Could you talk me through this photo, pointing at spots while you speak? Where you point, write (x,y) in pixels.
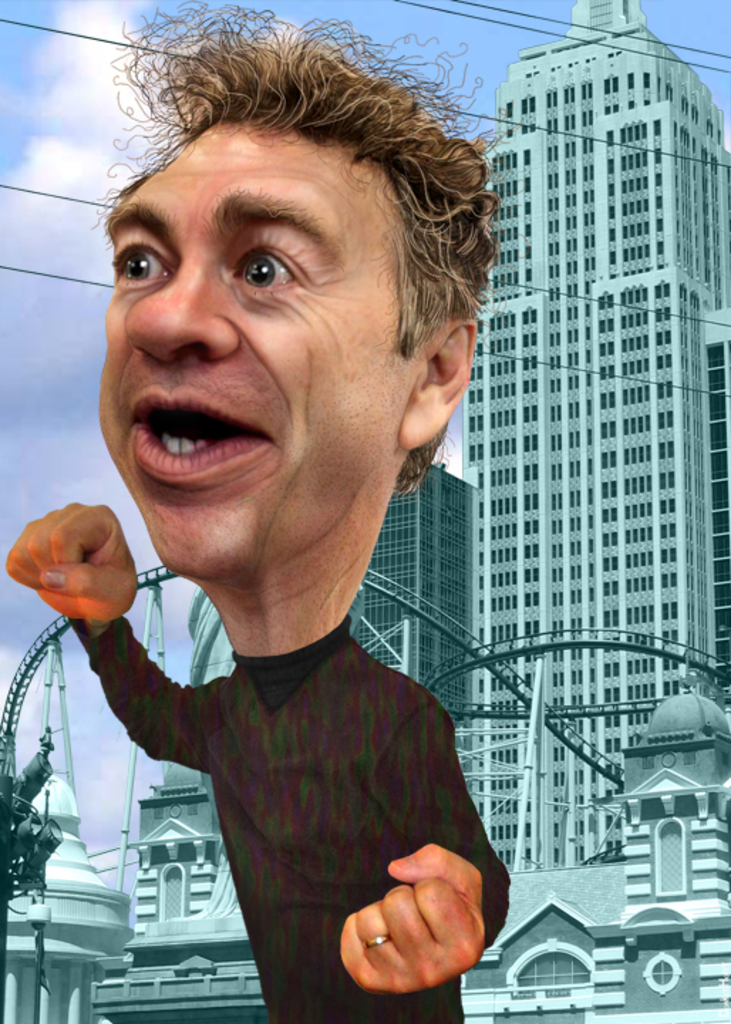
In this picture we can see a man (243,804), buildings (624,291), wires (61,195) and in the background (96,414) we can see the sky (99,166) with clouds (36,166).
